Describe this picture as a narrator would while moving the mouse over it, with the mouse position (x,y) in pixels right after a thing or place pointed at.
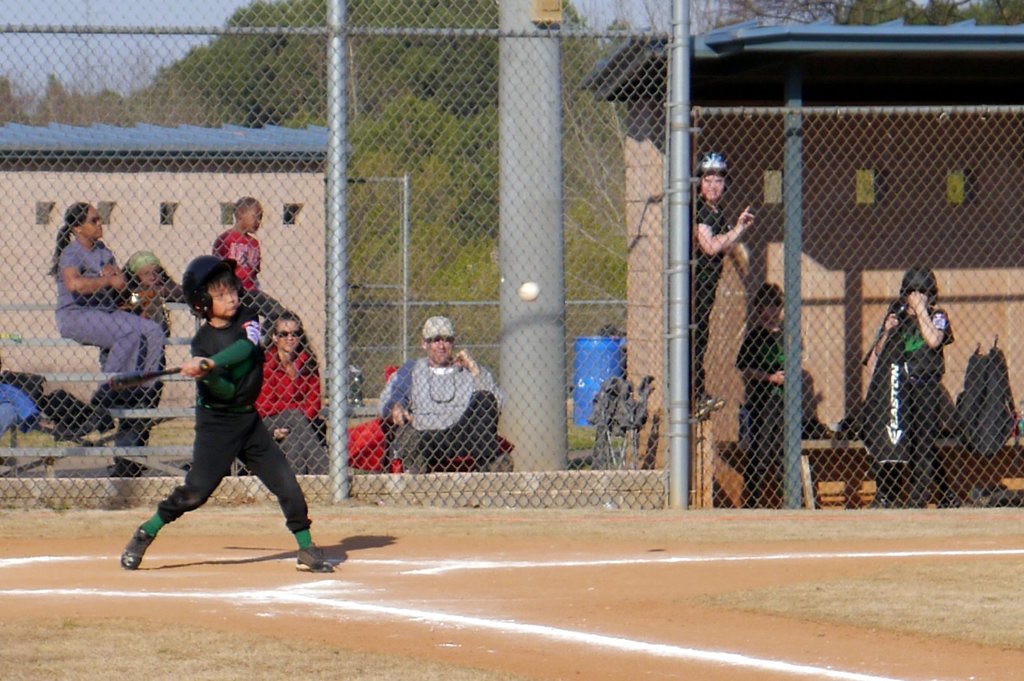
On the left side of the image (159,521) we can see a boy (238,348) standing and holding a bat (159,373) in his hand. There is a ball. In the background (303,350) there are people (278,385) sitting. We can see a mesh (410,196). There are trees (401,162) and sheds (166,185). At the top (160,37) there is sky (212,19).
